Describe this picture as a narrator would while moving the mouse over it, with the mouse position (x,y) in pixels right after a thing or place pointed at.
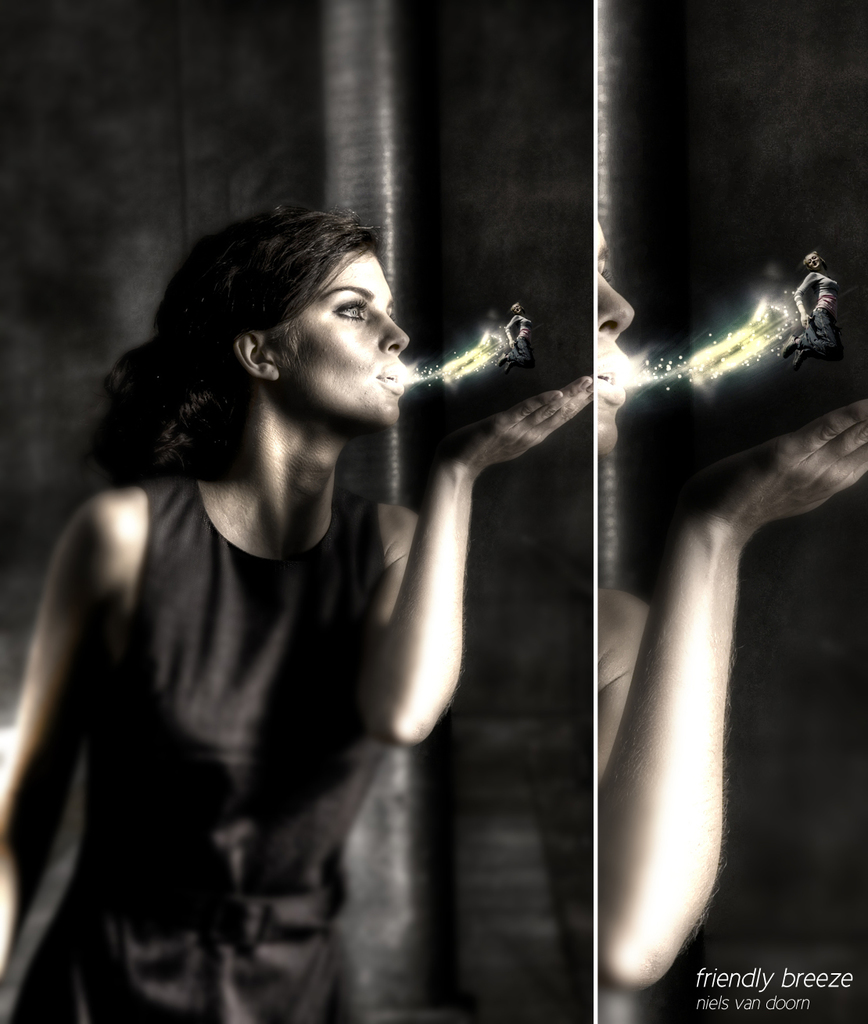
This is a collage of two images in which there is a person (658,677) blowing a lilliput (528,339) with spark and some text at the bottom of the image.
